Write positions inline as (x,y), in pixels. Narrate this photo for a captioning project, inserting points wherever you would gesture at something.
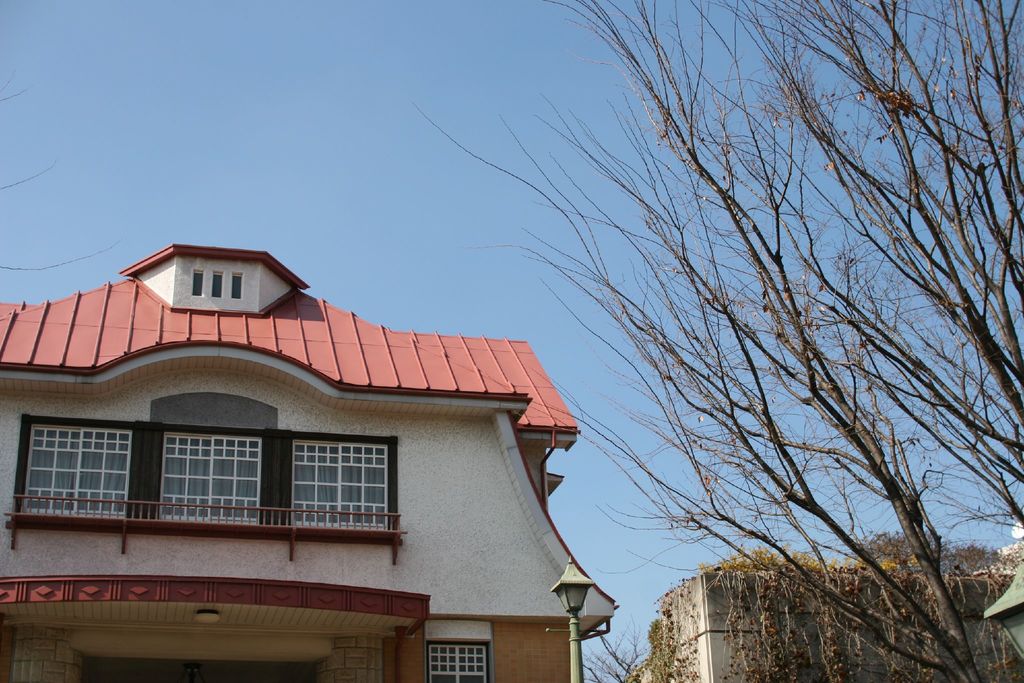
In this picture we can see a building (565,642) with windows (233,454), pole (578,605), trees (937,284) and in the background (415,200) we can see the sky (594,178).
